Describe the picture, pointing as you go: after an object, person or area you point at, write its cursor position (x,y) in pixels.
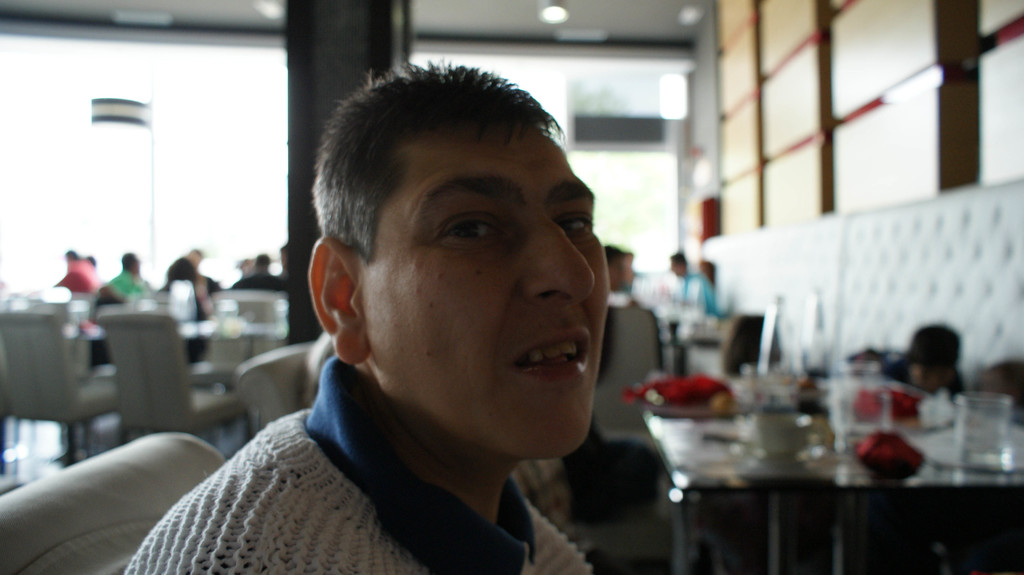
In this image, there is a person (455,304) on the blur background. This person (583,389) is wearing clothes (412,539) and there is a table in the bottom right of the image (850,452).
